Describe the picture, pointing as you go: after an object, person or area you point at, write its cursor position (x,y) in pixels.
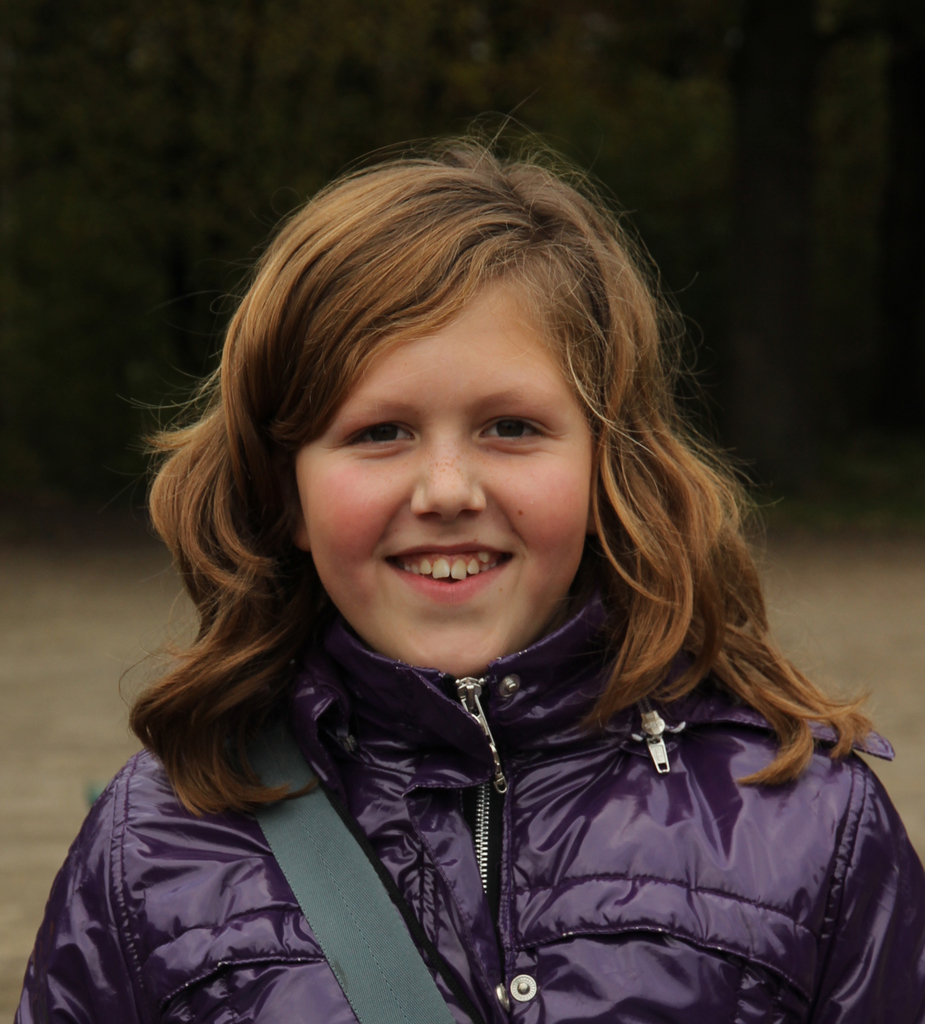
In the image we can see a girl (610,819) wearing a jacket (731,913) and the girl (561,812) is smiling, this is a belt (336,881) and the background (42,752) is blurred.
